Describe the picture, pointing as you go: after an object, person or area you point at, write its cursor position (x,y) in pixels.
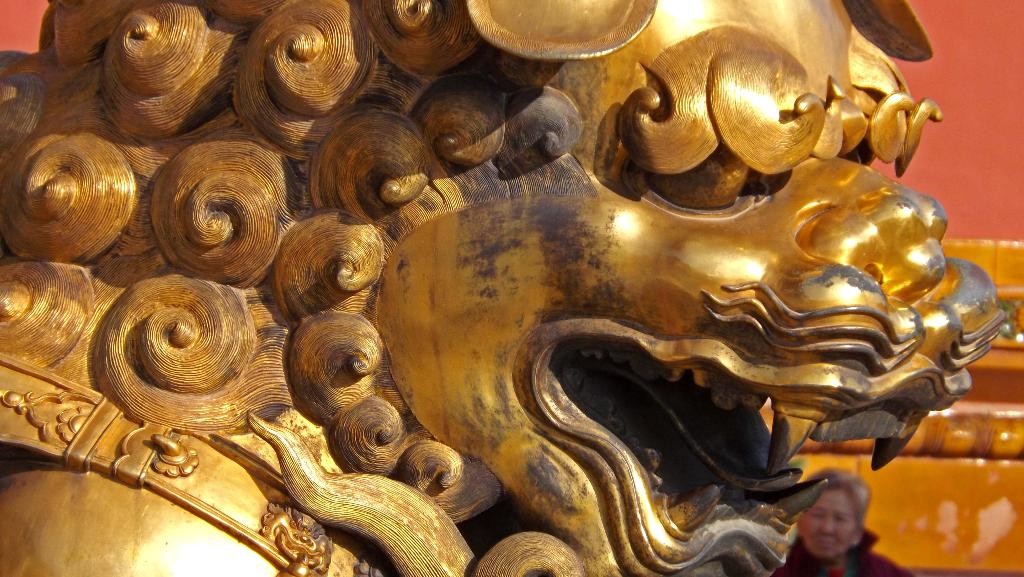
In this image we can see a sculpture (600,391) and a woman (817,526), in the background (927,137) it looks like the wall (969,46).
